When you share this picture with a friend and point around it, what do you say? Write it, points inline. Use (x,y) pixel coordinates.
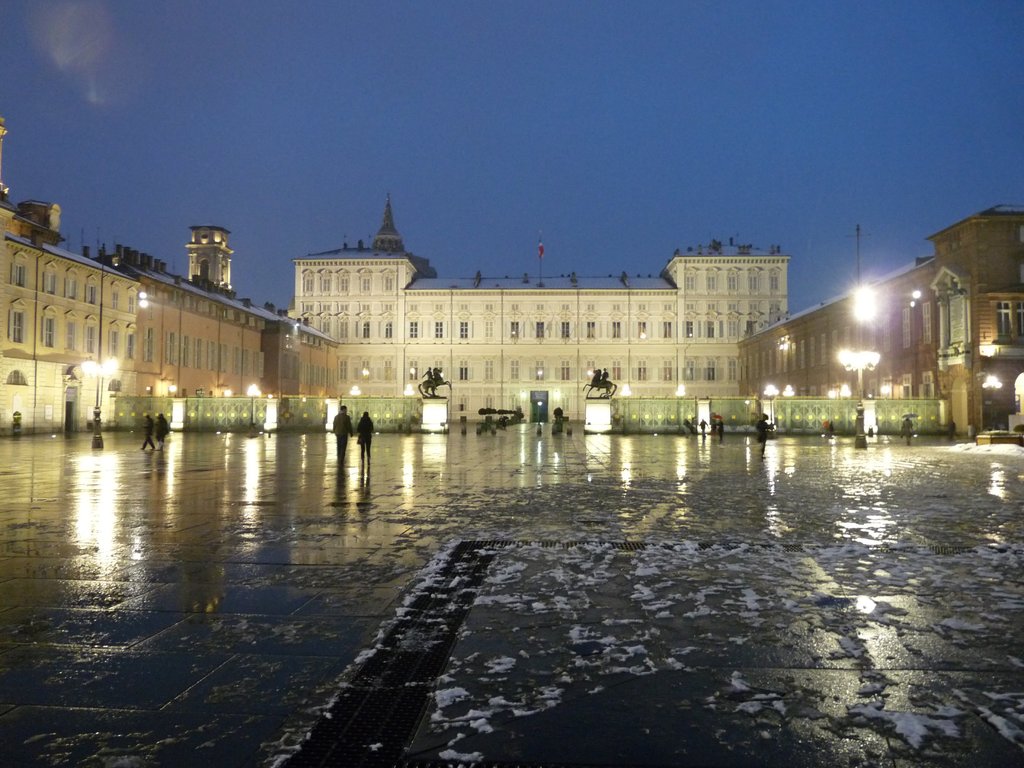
In this picture I can see there is a building (456,371) in the backdrop (344,366) and there are few people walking in the front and there are lights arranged to the poles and the sky (277,256) is clear.
